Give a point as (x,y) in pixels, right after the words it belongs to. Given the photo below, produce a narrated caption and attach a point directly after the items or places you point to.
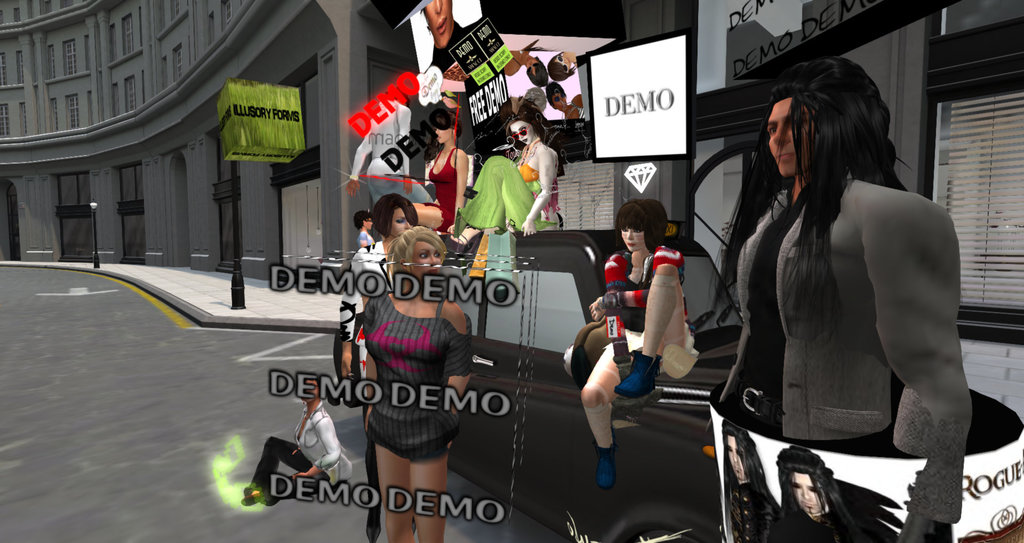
This is an animation picture. In this image there are three people (865,286) standing and there are three people (639,256) sitting on the vehicle (508,475) and there is a person (302,430) sitting on the road (332,510). At the back (72,127) there is a building (276,168) and there are boards (555,97) on the building (226,162) and there is text (276,281) and there are pictures (442,43) of people (547,98) on the boards (602,123) and there are street lights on the footpath (296,290). At the bottom (108,422) there is a road (121,462). On the right side of the image (779,58) there is text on the mirror (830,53) and there is a window blind (981,217).
